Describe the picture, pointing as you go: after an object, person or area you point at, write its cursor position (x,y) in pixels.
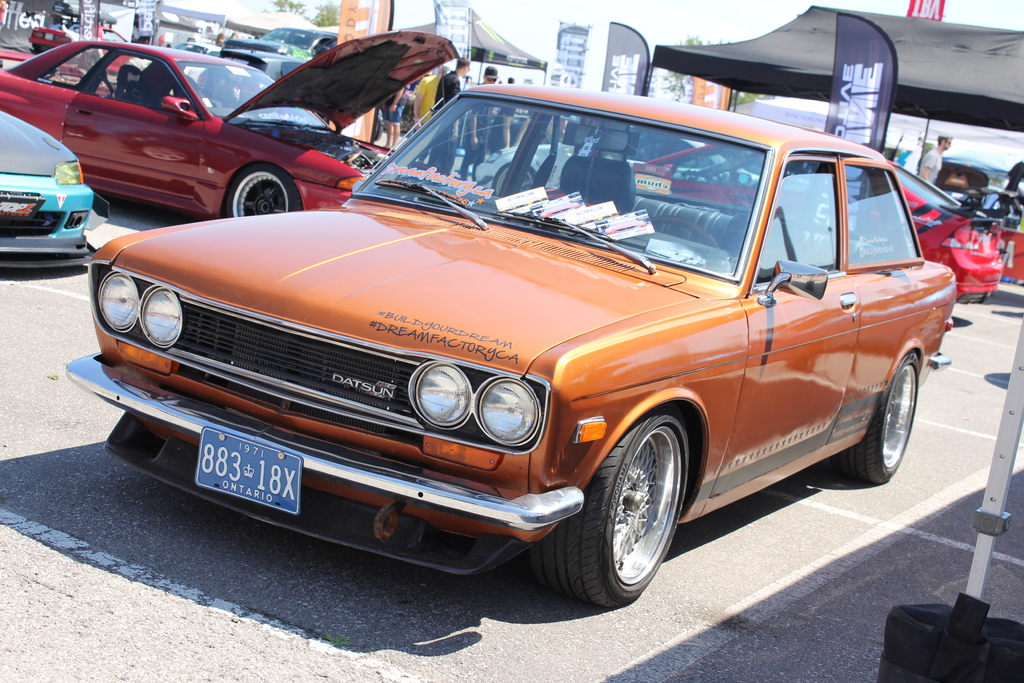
In this image we can see some group of cars (220,253) which are parked and are of different colors and models and in the background of the image (690,48) there are some persons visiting there is tent (713,57) and some banners (444,11).
